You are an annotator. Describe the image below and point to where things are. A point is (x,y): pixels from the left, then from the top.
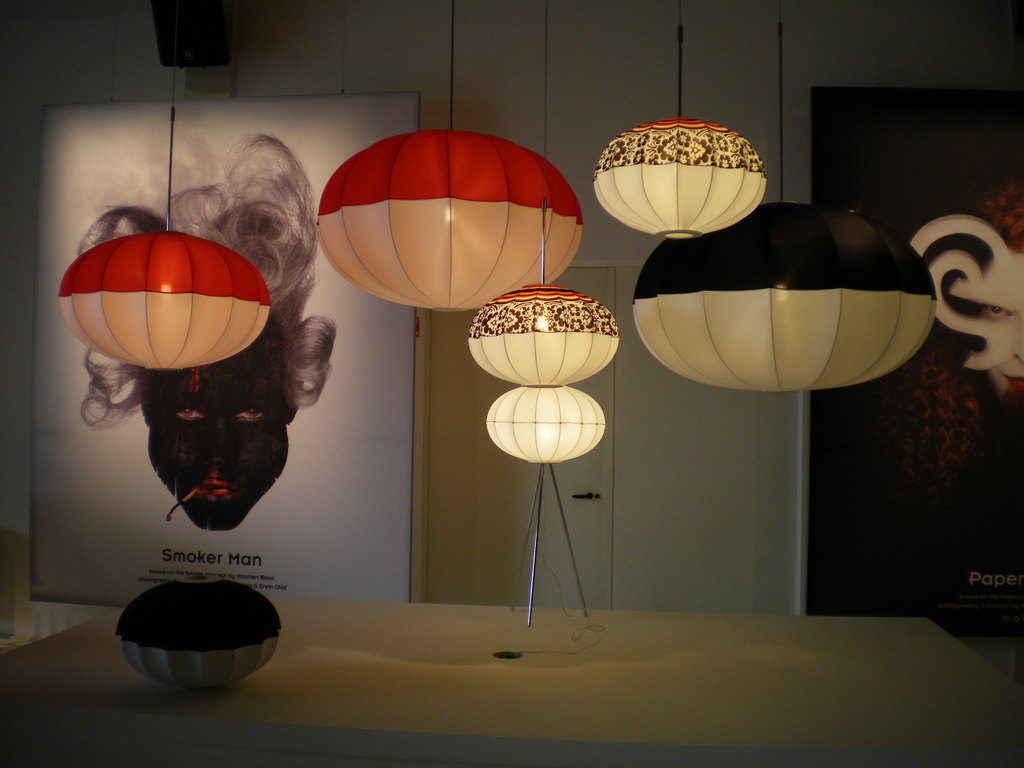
In the picture we can see some lamps (895,302) which are pumpkin shape are hanged to the ceiling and with different colors and in the background (158,389) we can see a wall (11,113) with some paintings (926,410) on it.
